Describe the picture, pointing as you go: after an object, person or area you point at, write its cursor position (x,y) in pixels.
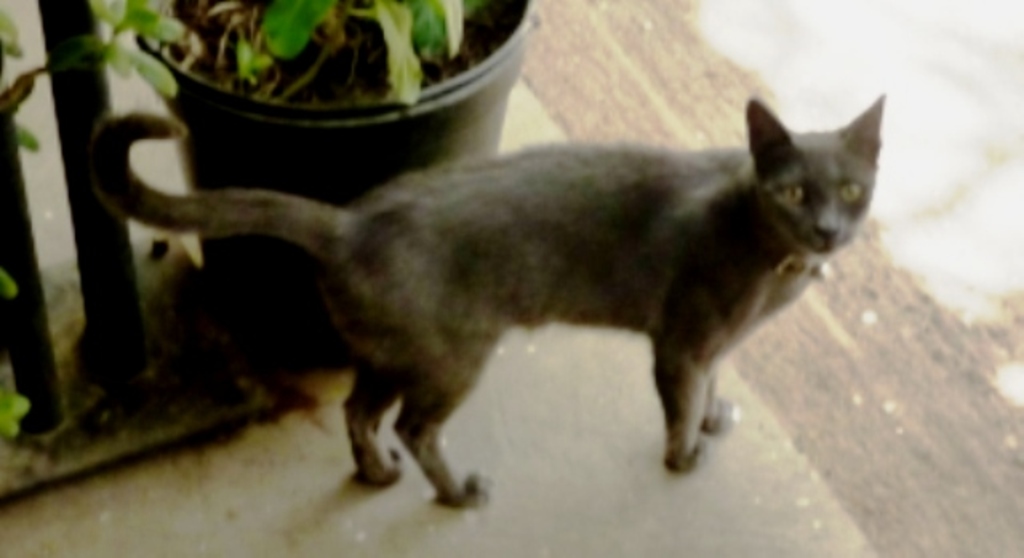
There is a cat (728,320) standing on the floor (757,424). Beside this cat (446,208), there is a pot plant (251,63).
